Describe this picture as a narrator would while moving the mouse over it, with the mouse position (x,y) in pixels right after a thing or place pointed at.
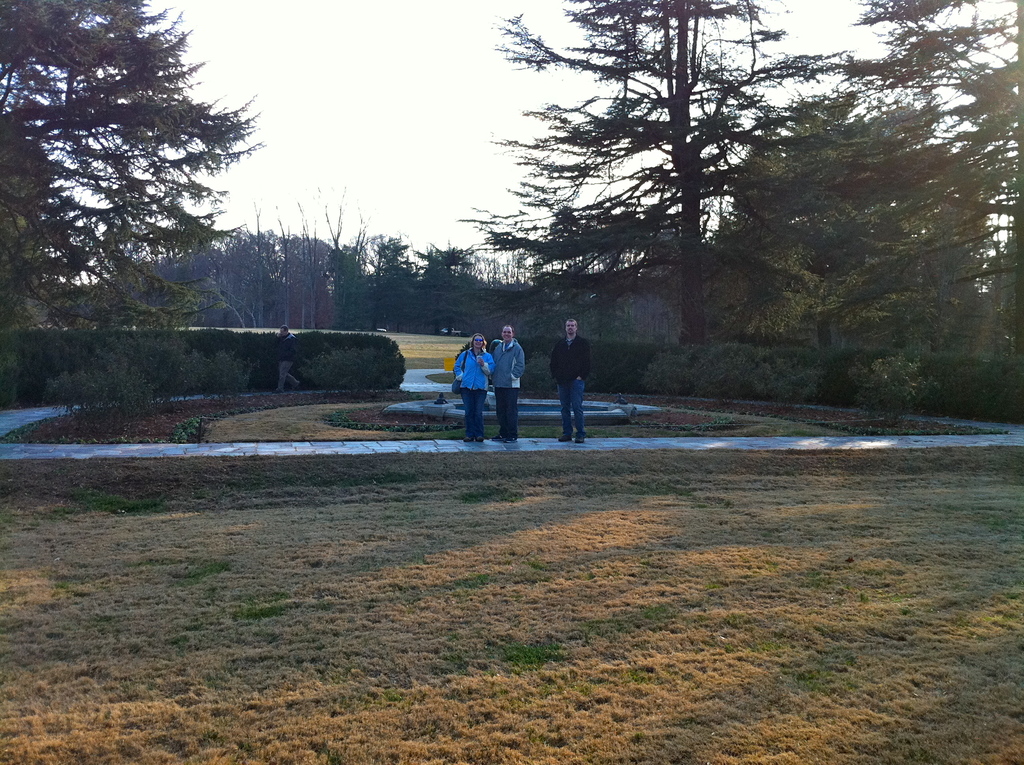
In this image I can see two persons (514,343) wearing jackets (562,363) and jeans (513,420) and a woman (473,369) wearing blue colored jacket (475,379) and jeans (472,397) are standing beside each other on the ground (511,463). I can see the ground (373,514), few trees (779,245), and the road (391,448). In the background (628,303) I can see a person (289,358) walking, few trees (309,299) and the sky (397,128).
